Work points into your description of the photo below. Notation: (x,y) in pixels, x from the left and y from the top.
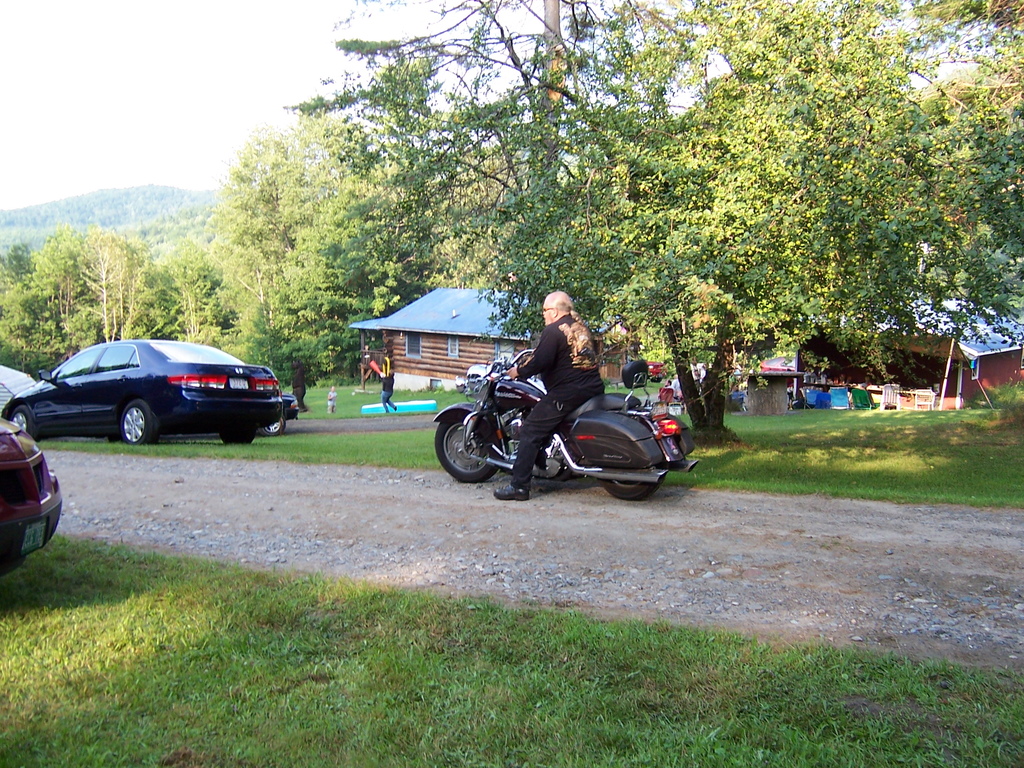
On the road (602,535) there is a bike (594,438). On the bike (606,435) there is a man (566,390) with black color dress (555,387). To the left side (35,444) there are cars (23,451). And in the bottom (215,688) there is a grass (290,677). In the background (398,242) there are some trees (490,229), houses (433,304), chairs (834,402), sky (133,158) and hills (125,208).
